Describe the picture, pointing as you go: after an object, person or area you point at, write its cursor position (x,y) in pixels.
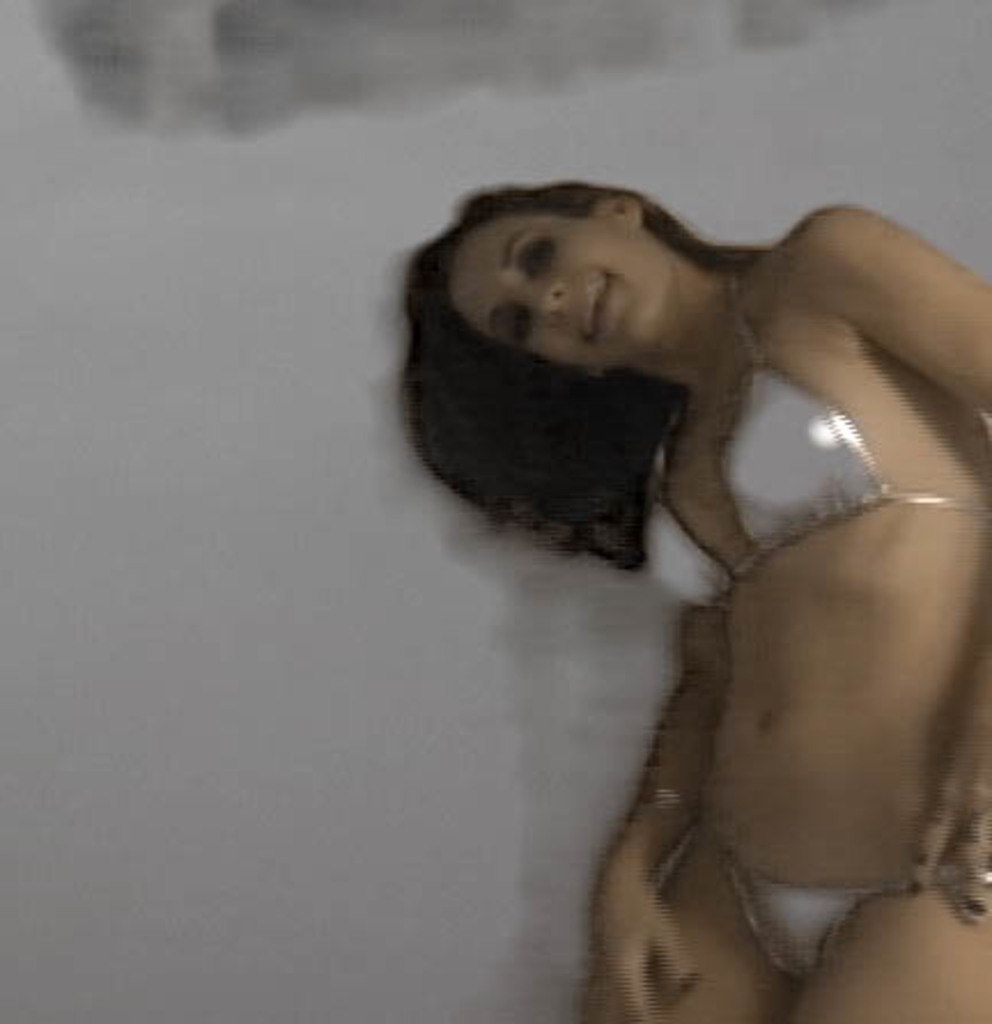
In this image, we can see a person (644,300) in front of the wall (569,705).
